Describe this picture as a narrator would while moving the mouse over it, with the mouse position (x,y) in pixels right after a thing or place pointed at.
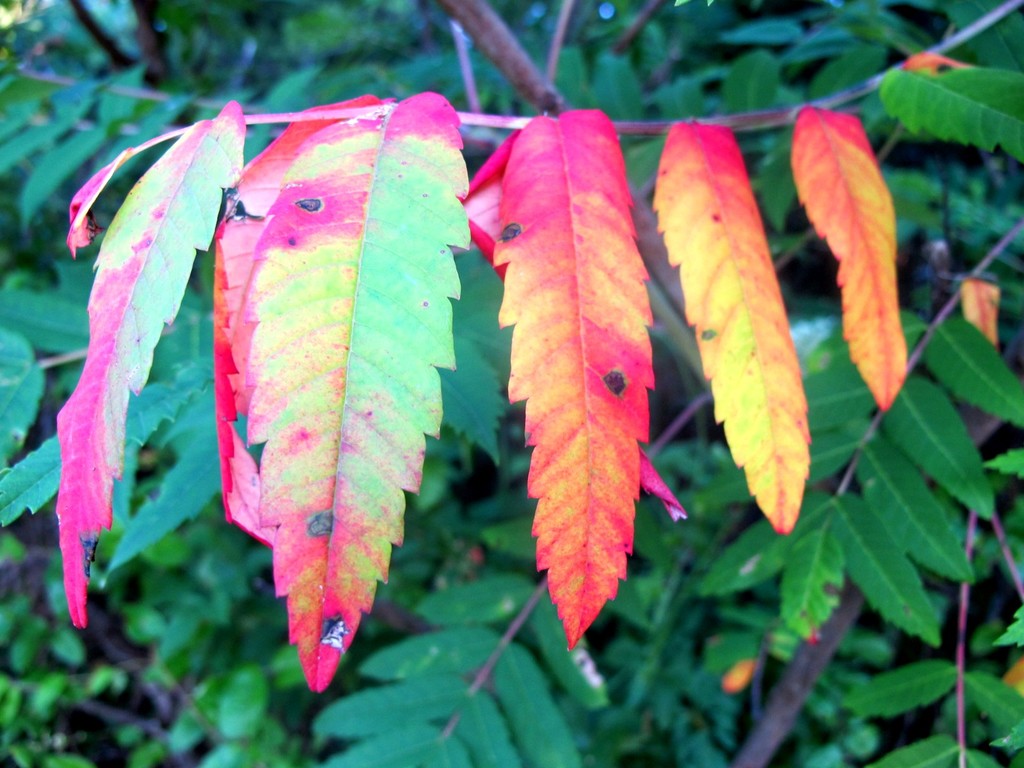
In this picture we can see leaves (543,271) and tree branches (659,273).
